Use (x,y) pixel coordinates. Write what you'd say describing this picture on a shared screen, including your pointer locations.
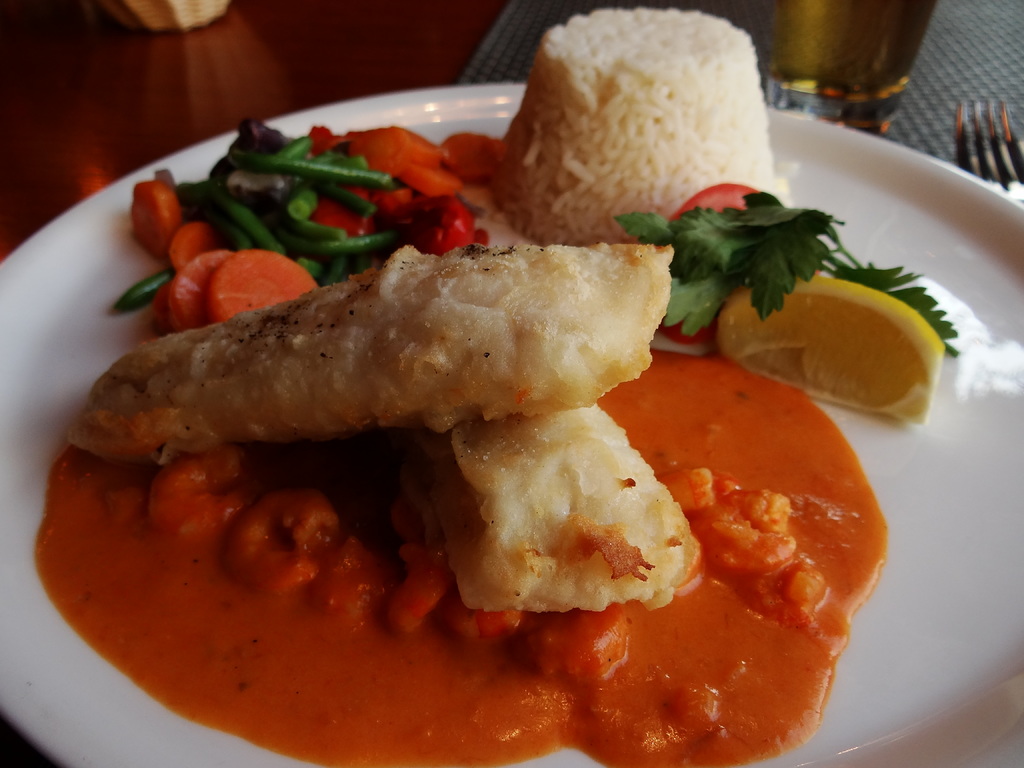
As we can see in the image there is a table (366,41). On table (264,44) there is a white color plate (949,207) and fork (991,168). On plate (120,703) there is a dish (444,372).
